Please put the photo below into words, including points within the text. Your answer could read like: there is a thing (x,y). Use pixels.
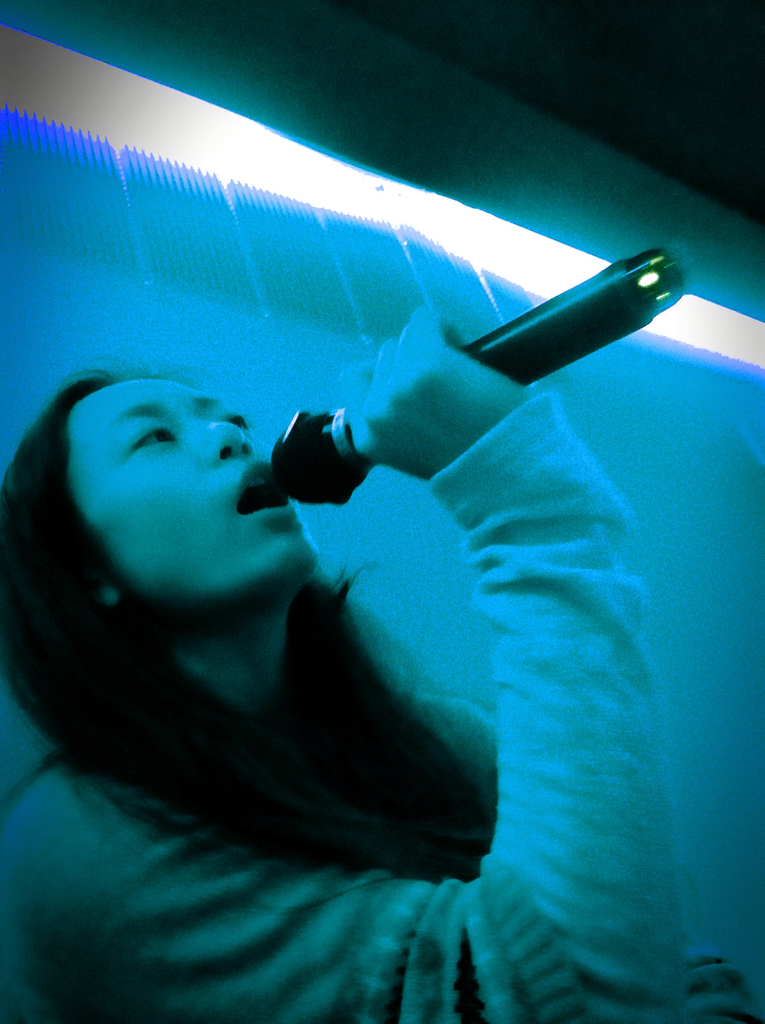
In the foreground of the picture (294,607) there is a woman (278,724) holding a mic (341,428) and singing. At the top (547,254) there is light (422,223).
